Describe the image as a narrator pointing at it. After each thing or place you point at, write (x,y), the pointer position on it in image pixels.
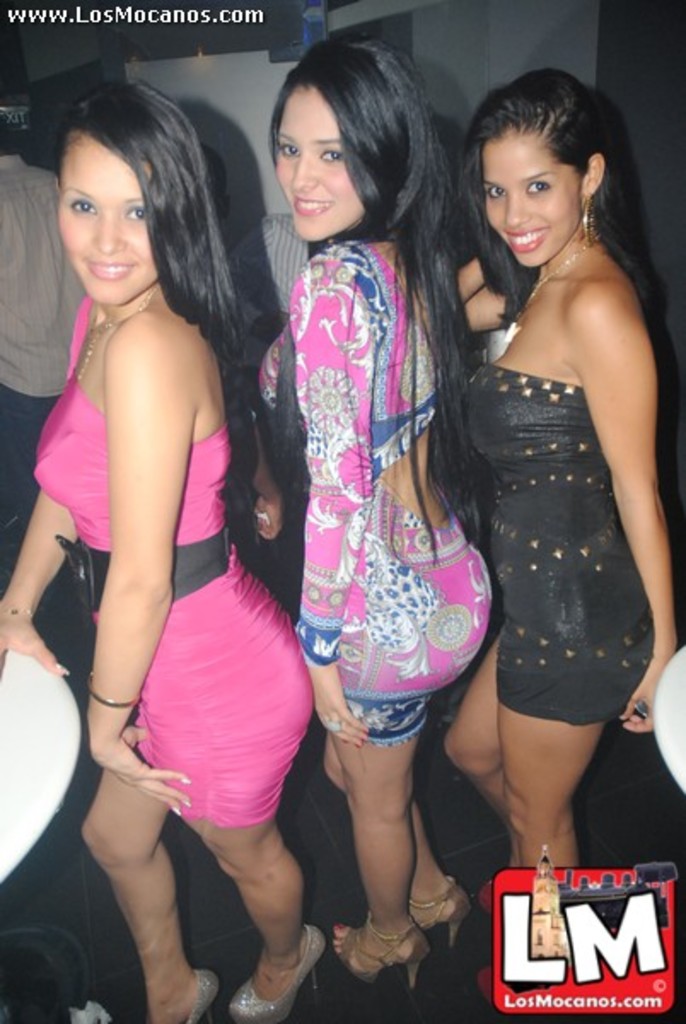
In this picture we can see three women (396,535) standing and smiling and in the background (7,362) we can see some people (52,198).
